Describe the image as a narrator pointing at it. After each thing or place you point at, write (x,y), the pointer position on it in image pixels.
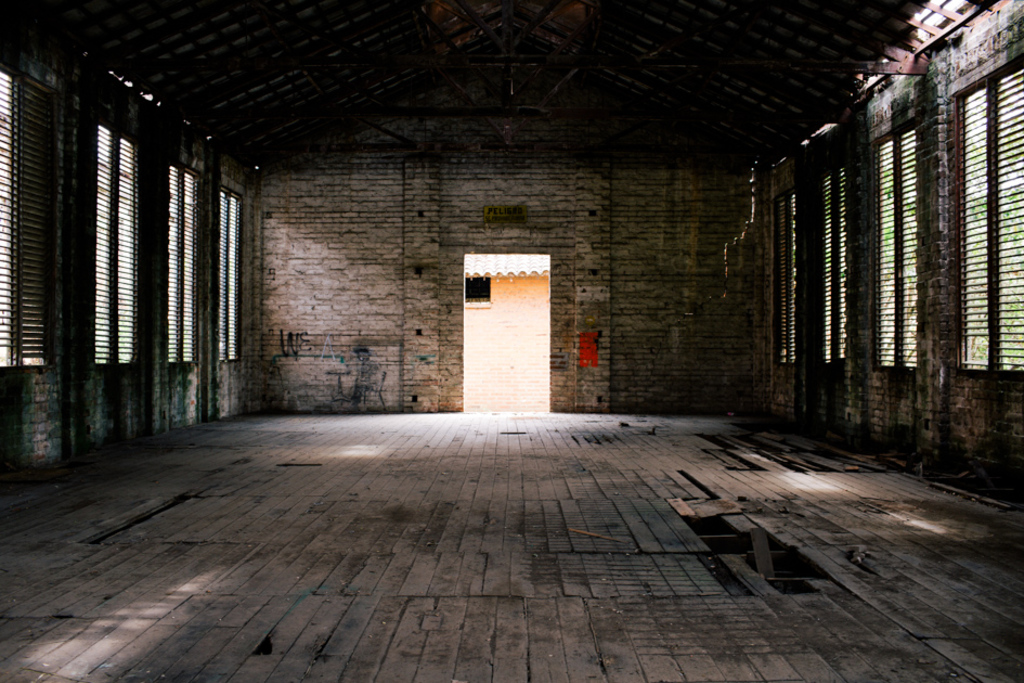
In this image, we can see the inside the view of the shed (738,376). Here there is a wall (655,297). Right side (1004,295) and left side (23,315), we can see a windows (830,257). Here we can see the outside view through the window (975,235). There are few trees (970,233). Background (512,295) there is a shed (517,271). At the bottom (585,577), we can see a wooden floor (577,625). Here we can see some paintings (588,343) on the wall (256,356).
